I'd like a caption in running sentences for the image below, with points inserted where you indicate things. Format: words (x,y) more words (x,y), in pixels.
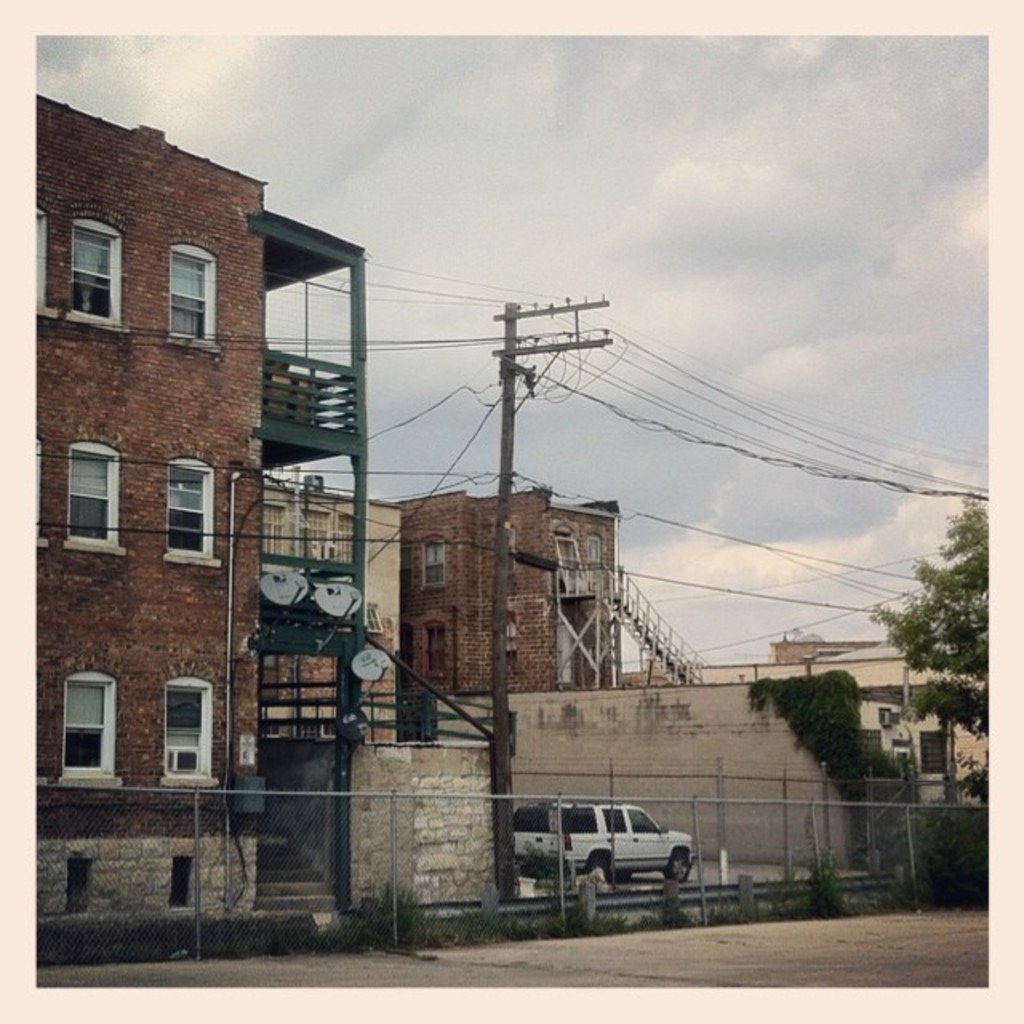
In this picture I can see buildings (464,633), trees (961,705) and a mini truck (688,855) and I can see a pole (502,549) and stairs (654,664) and a cloudy sky (591,220).
